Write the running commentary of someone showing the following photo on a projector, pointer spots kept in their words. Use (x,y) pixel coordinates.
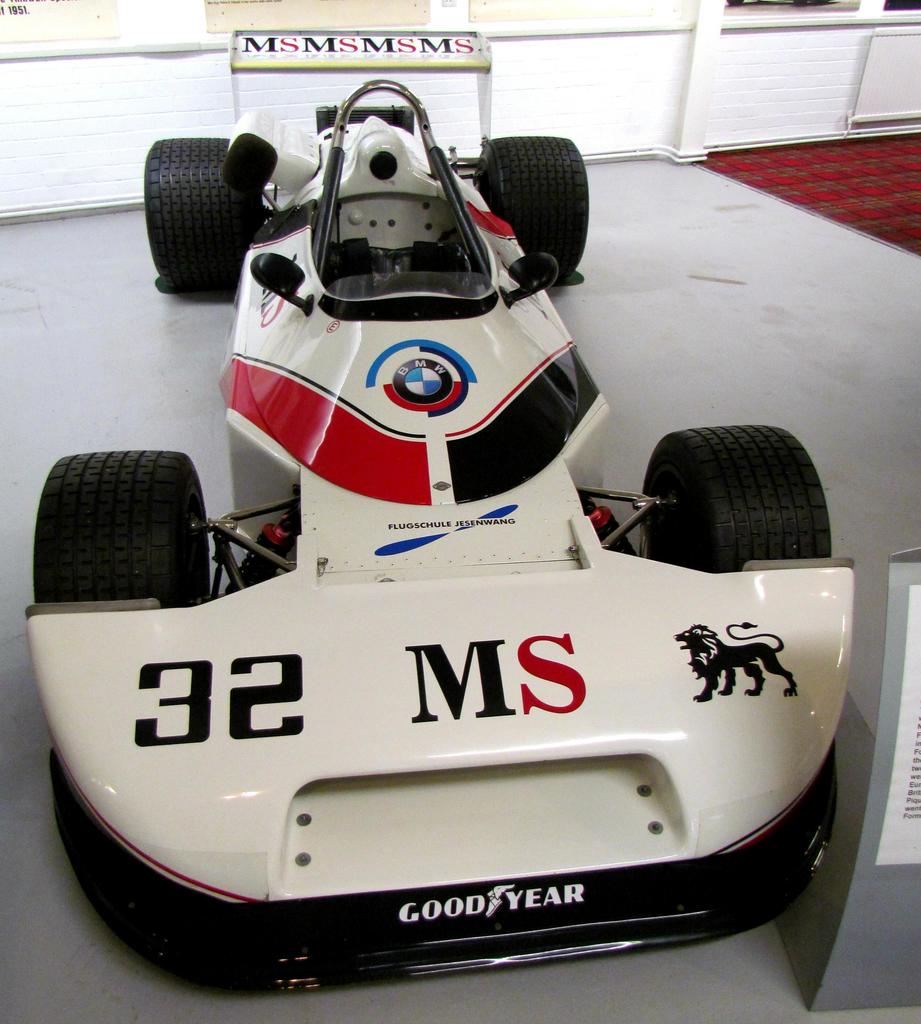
In this image in front (115,665) there is a car (350,619) on the floor (730,390). In front of the car (803,865) there is some object (862,889). In the background of the image (455,88) there is a wall (138,27) with the posters (88,20) on it.
